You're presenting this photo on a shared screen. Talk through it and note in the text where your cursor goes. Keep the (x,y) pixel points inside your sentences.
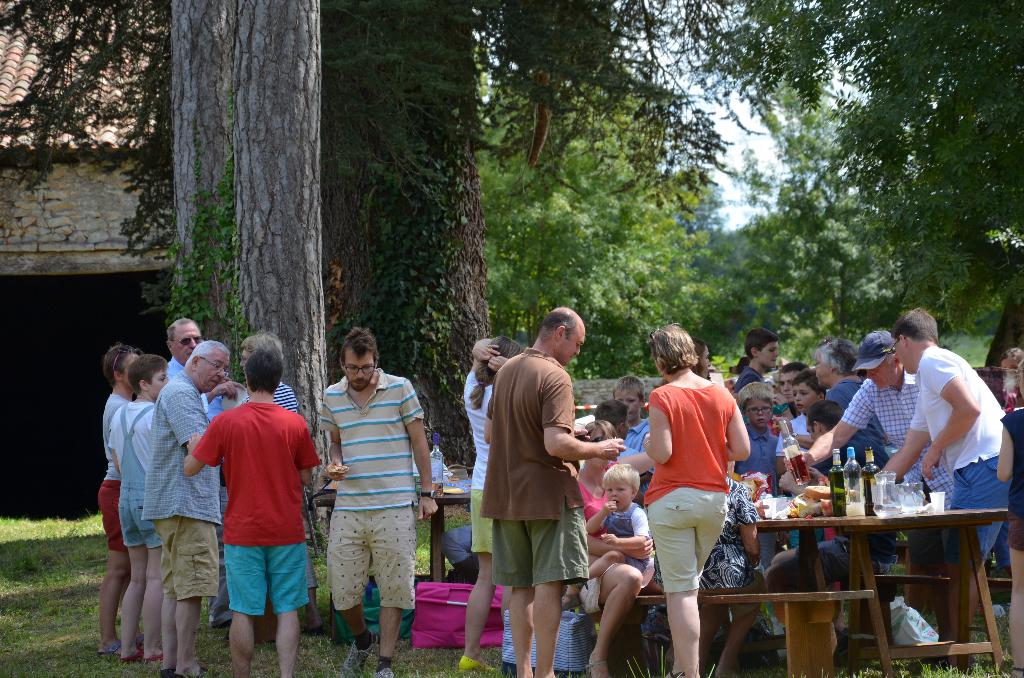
There are few people (261,516) standing and few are sitting on the bench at the table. We can see wine bottles (835,459), food items (794,502) on the table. In the background (196,218) there is a house (63,237), trees (177,148) and sky (731,146).
